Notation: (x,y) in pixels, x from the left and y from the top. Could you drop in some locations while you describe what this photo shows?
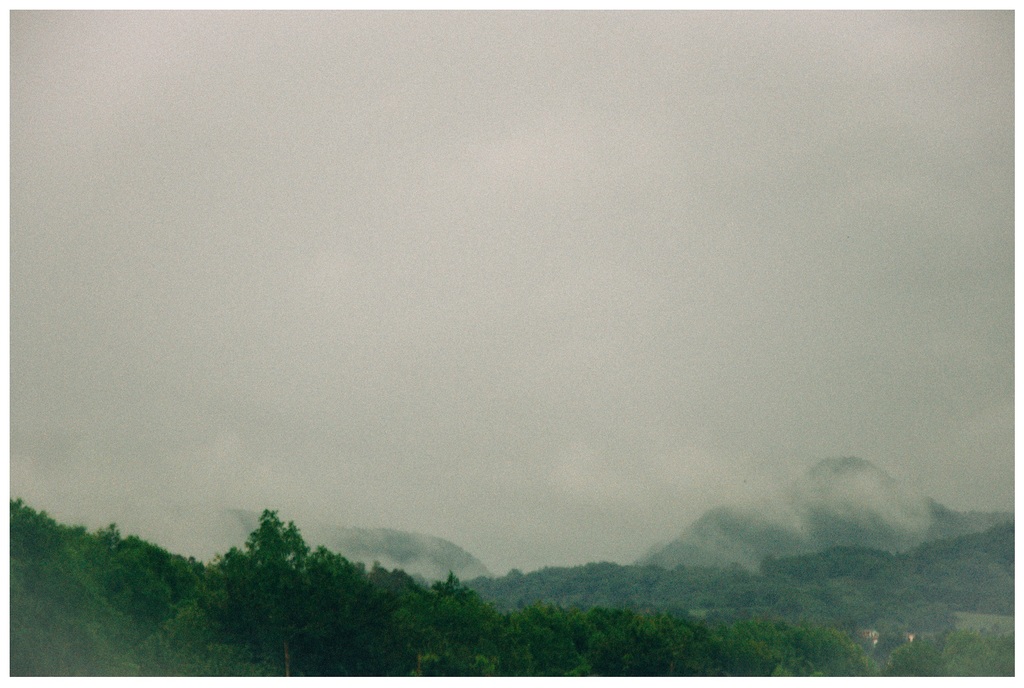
In this image we can see trees (132,542), mountains (870,515) and sky (498,265). Far there are clouds (692,513).
